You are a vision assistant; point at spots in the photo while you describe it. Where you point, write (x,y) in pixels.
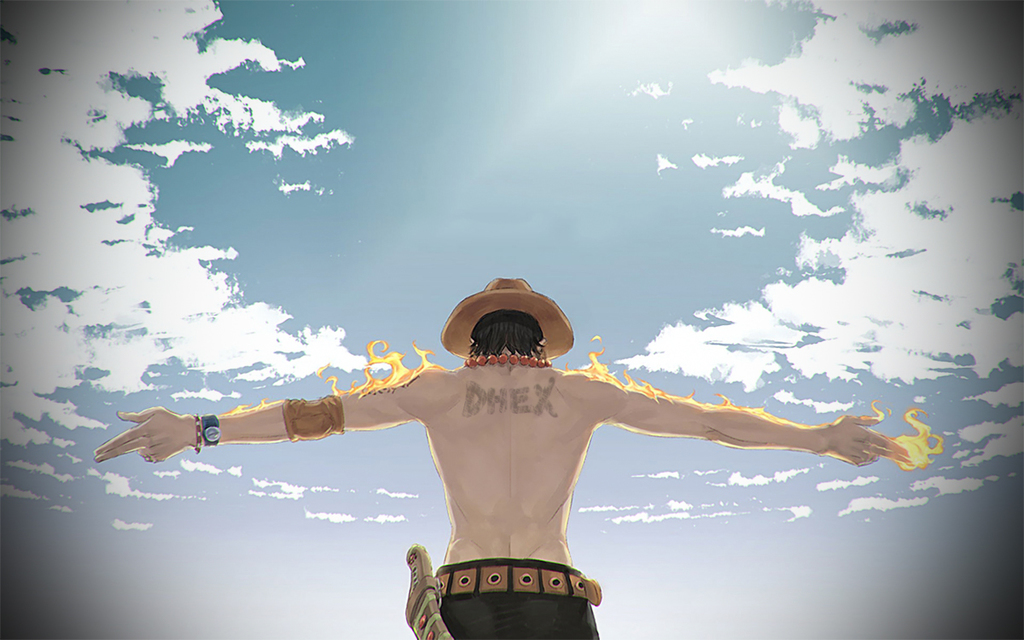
In this image there is an animated image of a man (551,485) who is standing by raising his both hands (738,427). There is fire (778,422) on his hands (778,422). At the top (416,94) there is the sky (400,118).
